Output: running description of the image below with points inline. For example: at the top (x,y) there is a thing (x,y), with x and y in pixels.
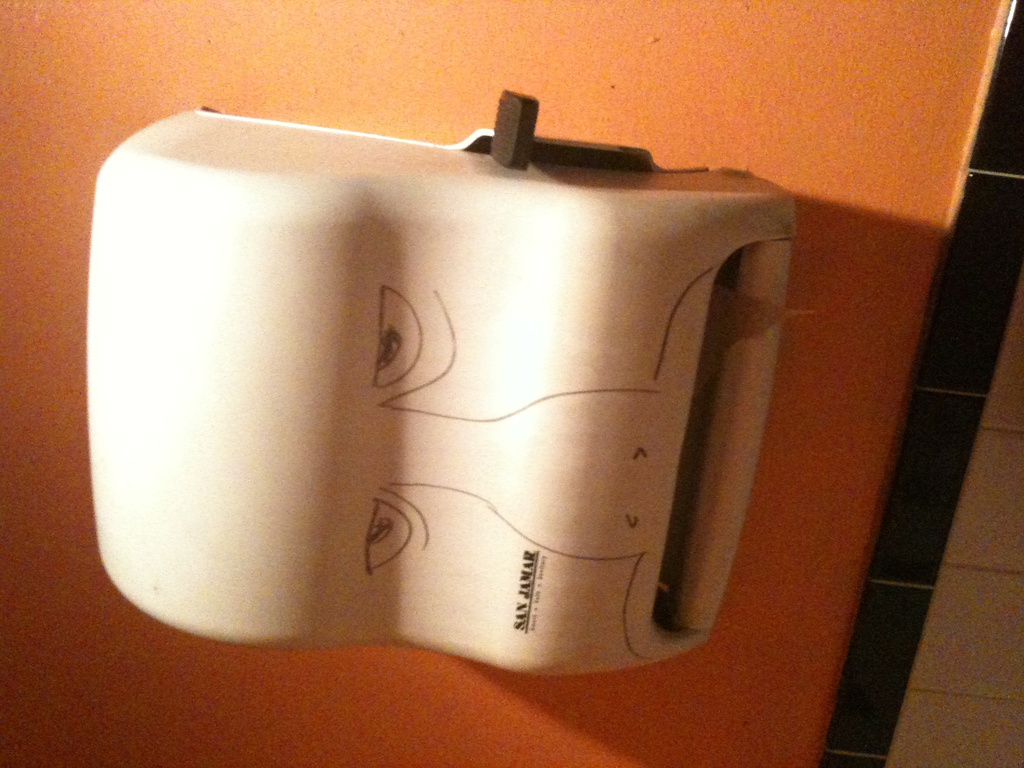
In this image I can see a white color box (394,325) attached to the wall (407,69) and the wall (437,57) is in orange color.
